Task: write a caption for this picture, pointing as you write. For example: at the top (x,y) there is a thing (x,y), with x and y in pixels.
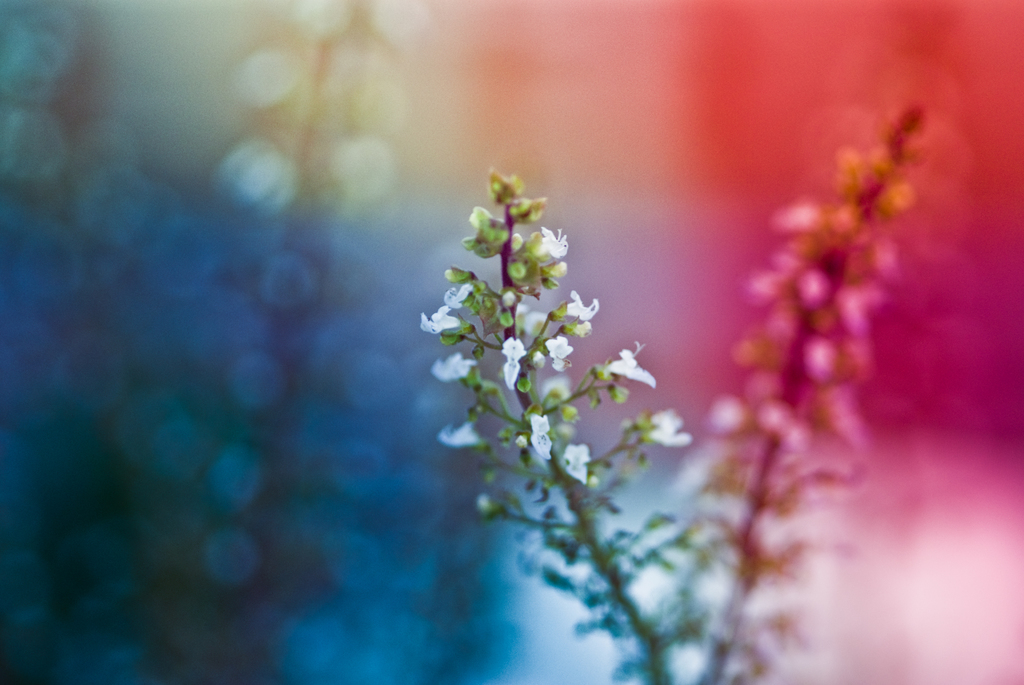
In this image I can see the white color flowers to the plant (536,331). And I can see the colorful background (374,63).
